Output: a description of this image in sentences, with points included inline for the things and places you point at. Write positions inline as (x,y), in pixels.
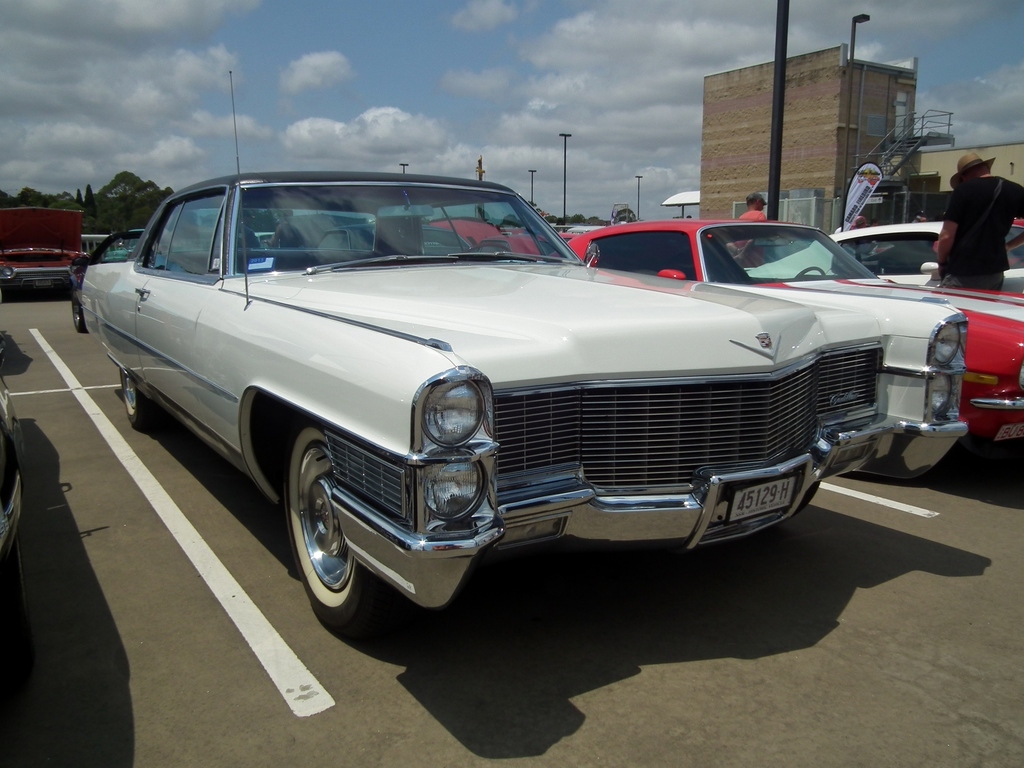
In this picture I can see many cars (573,469) which are parked in the parking (193,572). On the right (983,218) I can see some peoples (1000,259) who are standing near to the car (867,260). In the background (816,202) I can see many trees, fencing (811,215), street lights (843,193), poles (773,206), shed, building (808,149), stairs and other objects (852,202). At the top (418,52) I can see the sky (446,19) and clouds (495,1).
